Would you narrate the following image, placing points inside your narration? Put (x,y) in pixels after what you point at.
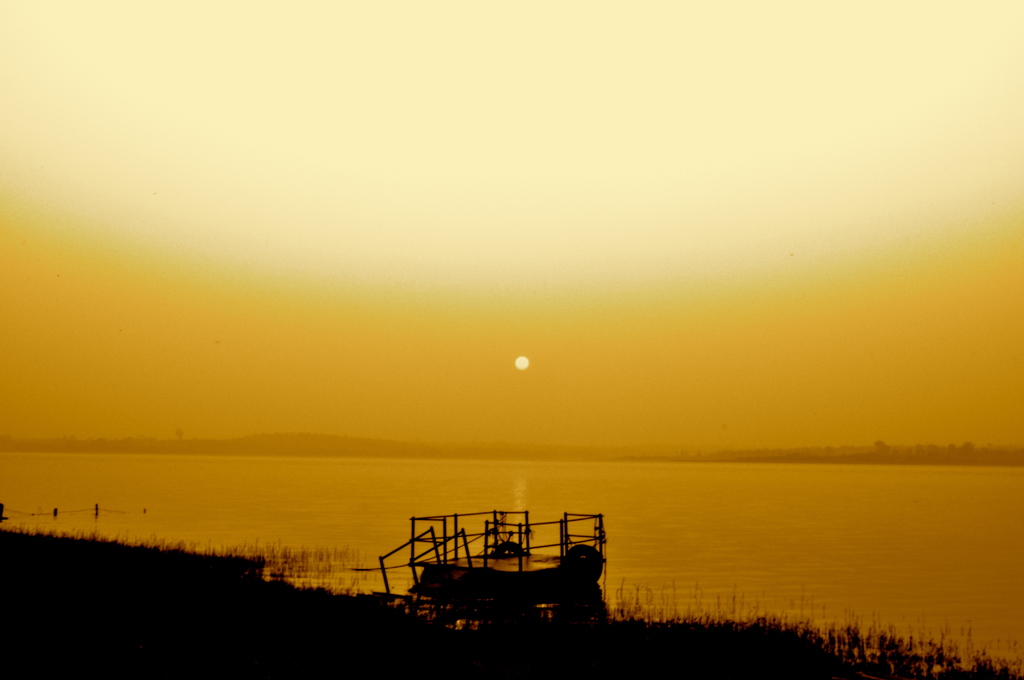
In this picture there is an object (492,557) on the water (656,579) and there are trees (871,446) and a sun (526,364) in the background (959,453).
